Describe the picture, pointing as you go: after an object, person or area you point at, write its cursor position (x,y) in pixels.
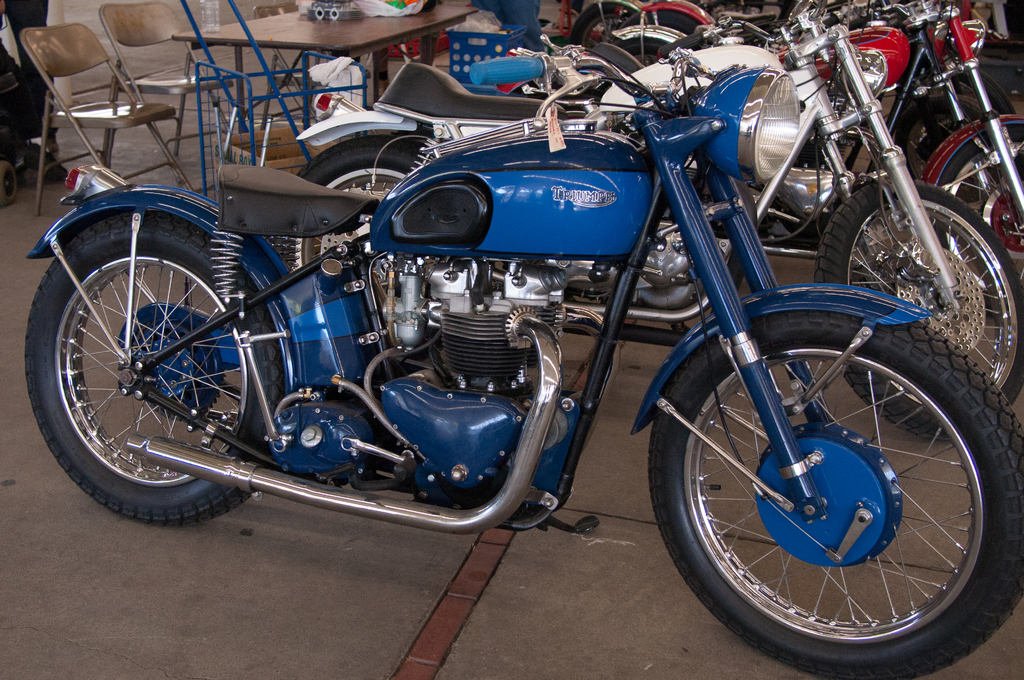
In this picture there are many bikes (846,135), one is blue, another one is white and red. On the table (373,33) there is a plastic bags (395,0). Here there is a two steel chairs (138,94). This is a wheel (253,335), light (760,150), silencer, engine (503,334) and tank (525,235) of a bike (581,274).
